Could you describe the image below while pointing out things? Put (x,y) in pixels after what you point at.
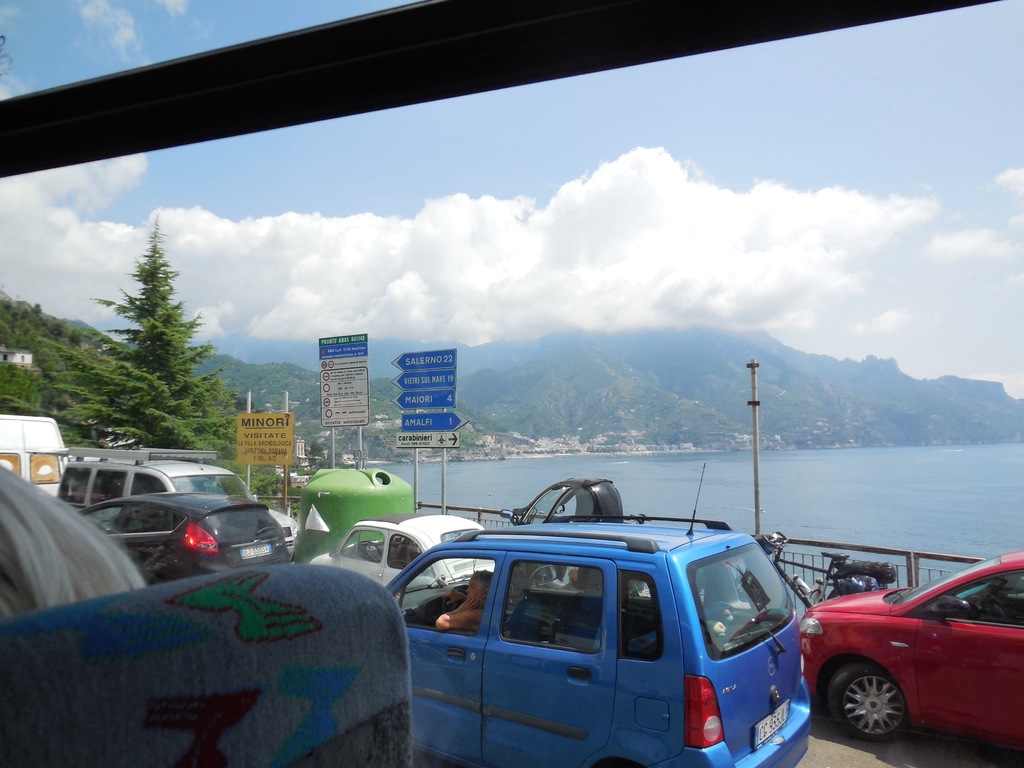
In this image we can see there are vehicles (675,620) on the road (923,745). And there are boards (332,412) attached to the poles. At the back side (456,483) there are trees (75,379), water (824,482), pole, mountains (707,403) and the cloudy sky (572,224).
